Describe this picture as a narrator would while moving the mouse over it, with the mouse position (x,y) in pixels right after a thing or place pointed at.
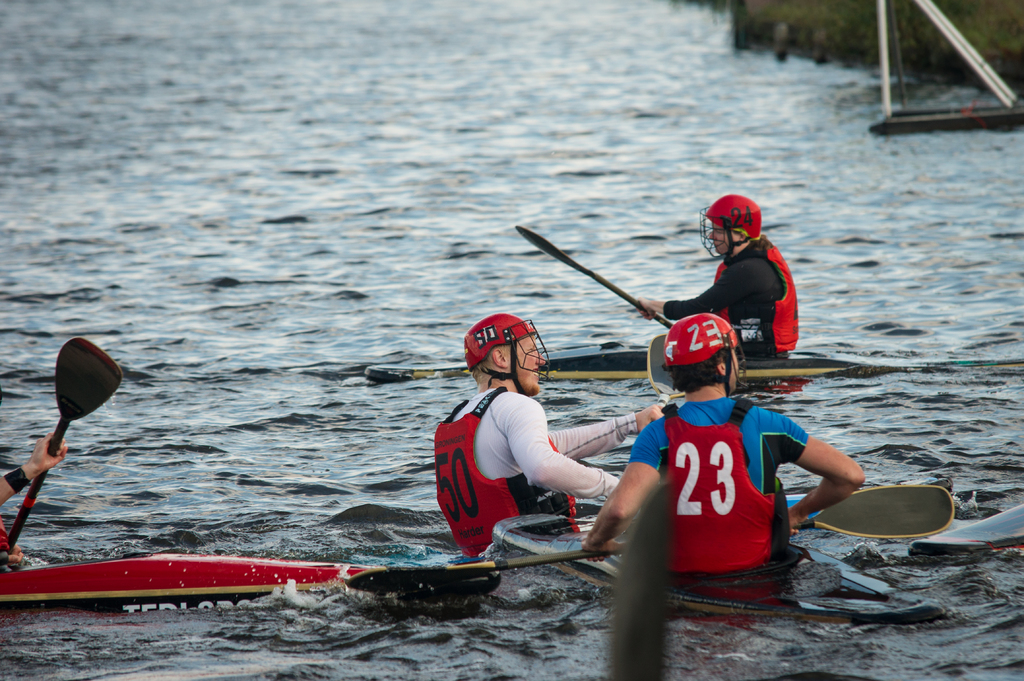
In the image we can see there are people (490,373) sitting in the sea kayak vehicles (633,376) and the sea kayak vehicle (629,354) is in the water (570,329), they are wearing clothes (507,395), life jackets (487,398), helmets (675,350) and they holding paddles (662,377) in their hands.
